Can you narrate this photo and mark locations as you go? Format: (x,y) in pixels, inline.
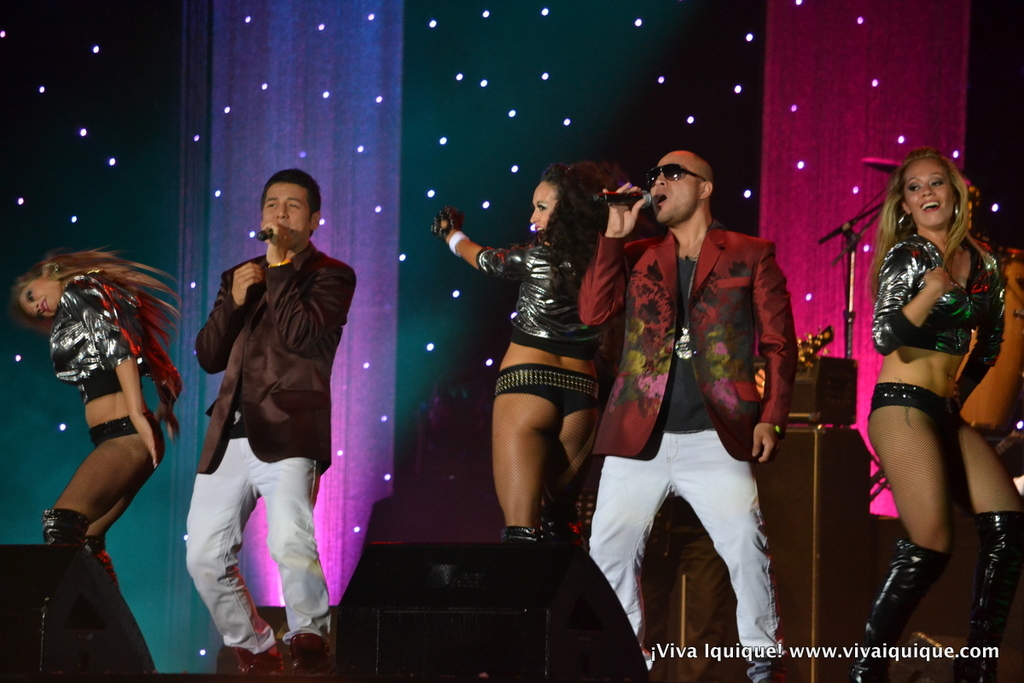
In this picture I can see few women (528,266) dancing and couple of men (286,280) holding microphones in their hands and looks like a human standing in the back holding a guitar (812,353) and I can see speakers (801,563) and a microphone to the stand (855,246) in the back (837,563) and I can see lights (547,76) and text (851,656) at the bottom of the picture (732,653).
